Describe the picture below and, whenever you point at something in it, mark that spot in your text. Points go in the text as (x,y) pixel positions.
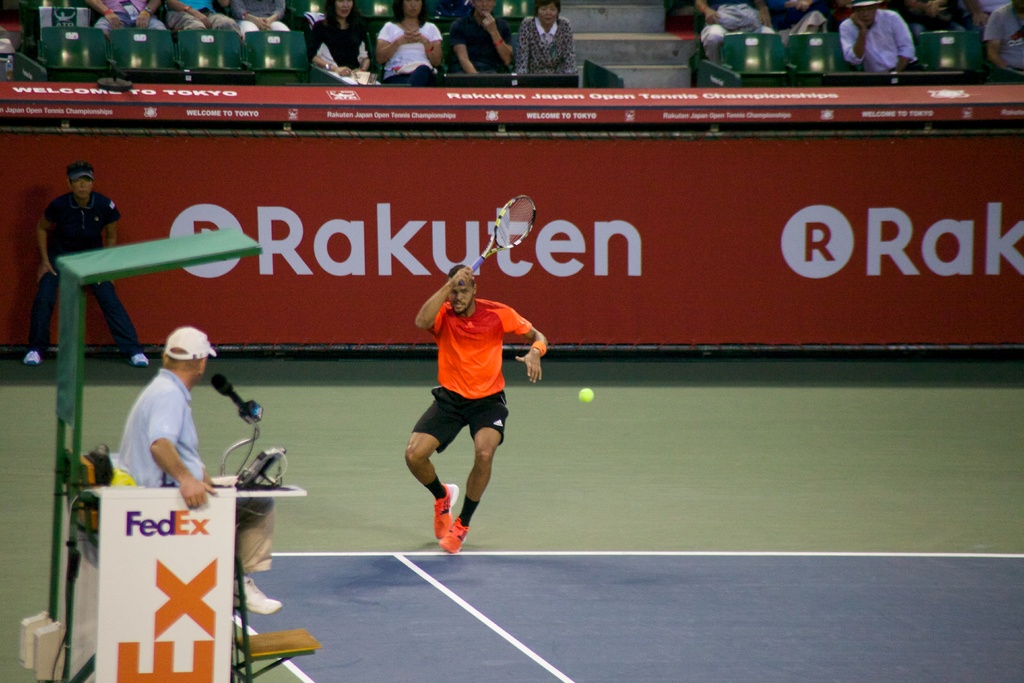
Group of people (267,1) sitting on the chairs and this person (93,191) standing and wear cap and this person (460,273) jumping and holding bat (514,243). This person (193,458) holding banner (169,572). We can see microphone (256,416) on the table (246,485).
